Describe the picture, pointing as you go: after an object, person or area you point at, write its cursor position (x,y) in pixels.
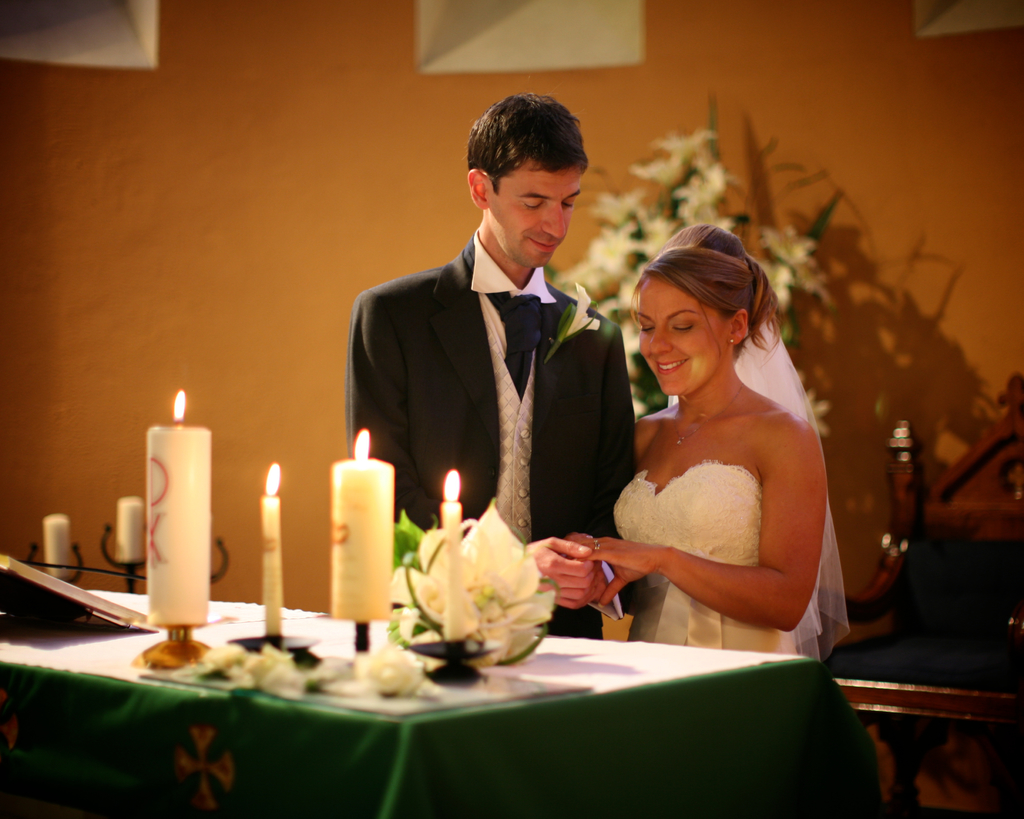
Here is the man (474,407) and woman (700,505) standing. This is a table (488,677) with a cloth (407,756) on it. These are the candles (336,561) on the candle stand (363,641). This looks like a small flower (495,605) and book (86,597) on the table (385,698). At background (710,193) I can see a flower bouquet (657,217).
